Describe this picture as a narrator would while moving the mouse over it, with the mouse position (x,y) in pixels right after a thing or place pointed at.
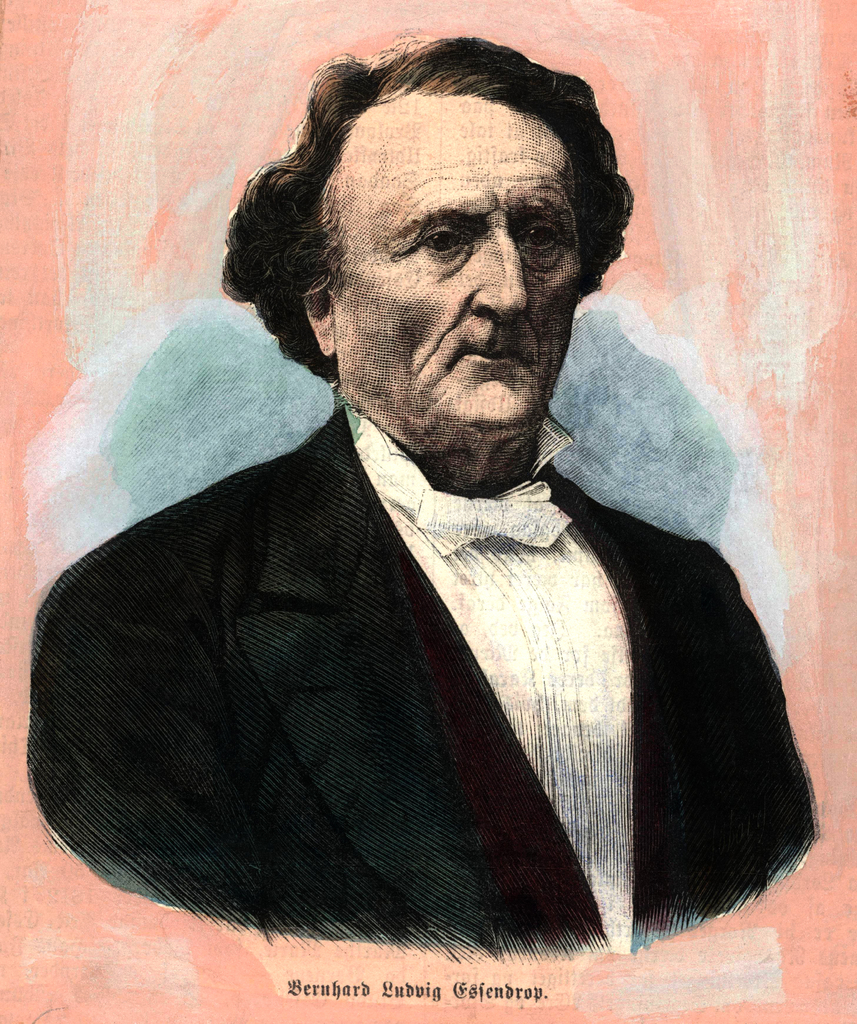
This is a picture of a painting (395,555) of a person (524,771), and there is a name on the painting (403,945).
